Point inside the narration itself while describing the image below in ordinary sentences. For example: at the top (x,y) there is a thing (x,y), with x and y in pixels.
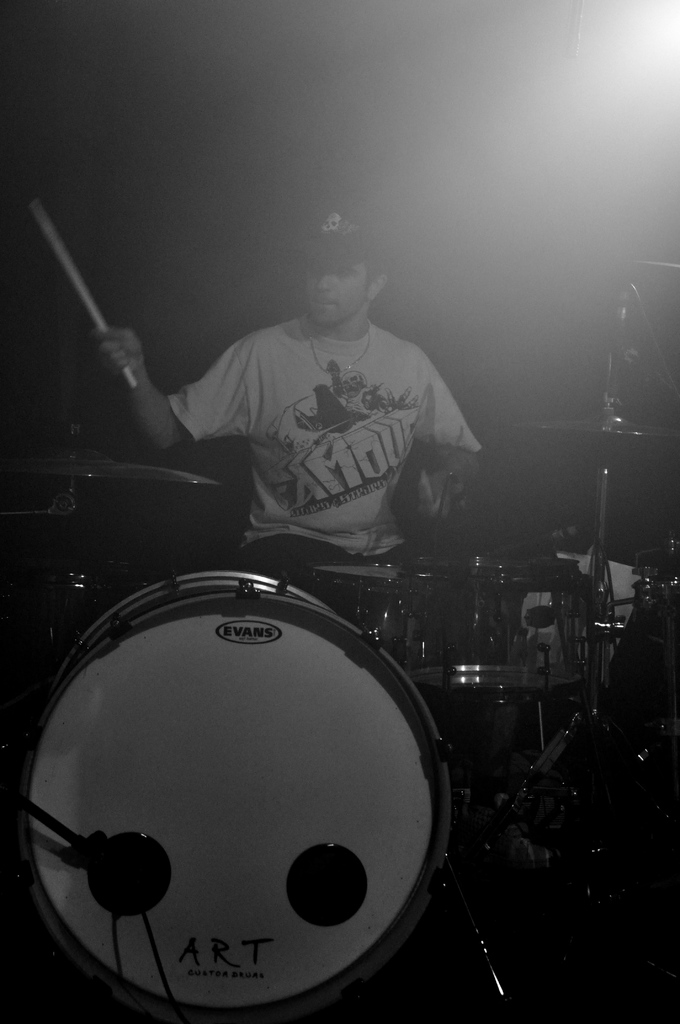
In this image we can see a person (341,491) is sitting and playing drums (197,618).
